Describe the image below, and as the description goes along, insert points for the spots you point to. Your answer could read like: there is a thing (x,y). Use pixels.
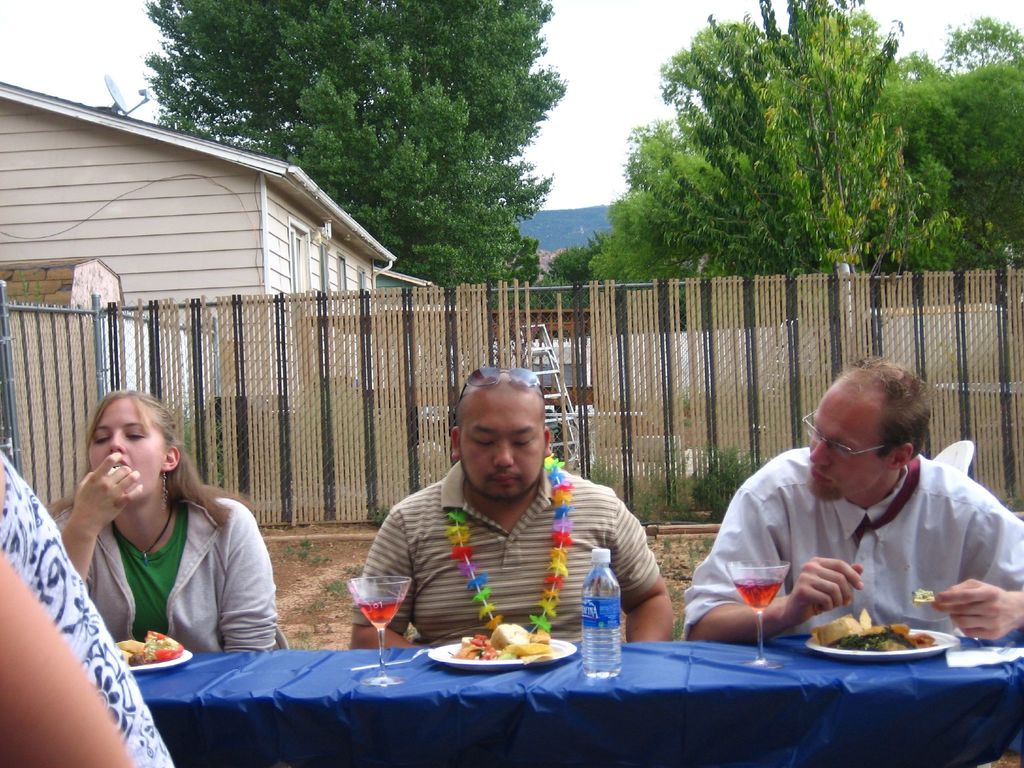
As we can see in the image there are three people (189,510) sitting on chairs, fence (668,363), house (184,221), trees (696,172), sky (570,111) and table (618,688). On table (450,697) there is a blue color cloth (311,695), plates (450,662), bottle (620,629), glass (762,633) and dishes (494,643).
